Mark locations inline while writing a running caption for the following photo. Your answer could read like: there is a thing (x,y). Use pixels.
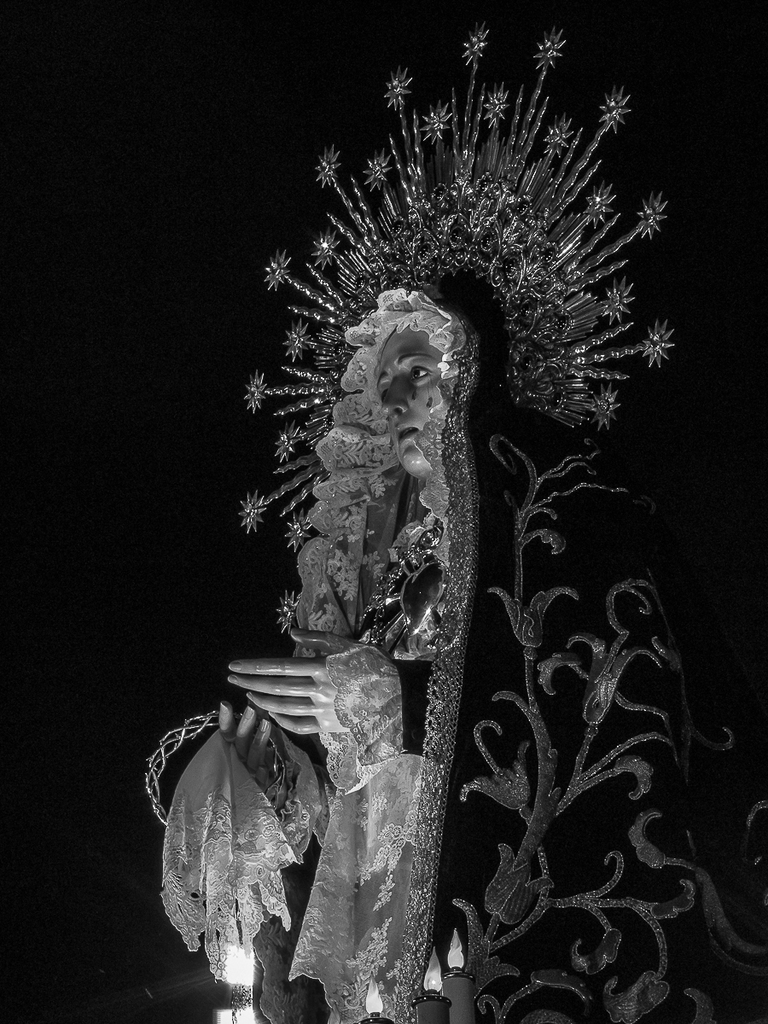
In this image we can see there is a statue (421,493) with a cloth (512,504) on it, on the top of a statue (470,306) we can see a halo (439,265).
